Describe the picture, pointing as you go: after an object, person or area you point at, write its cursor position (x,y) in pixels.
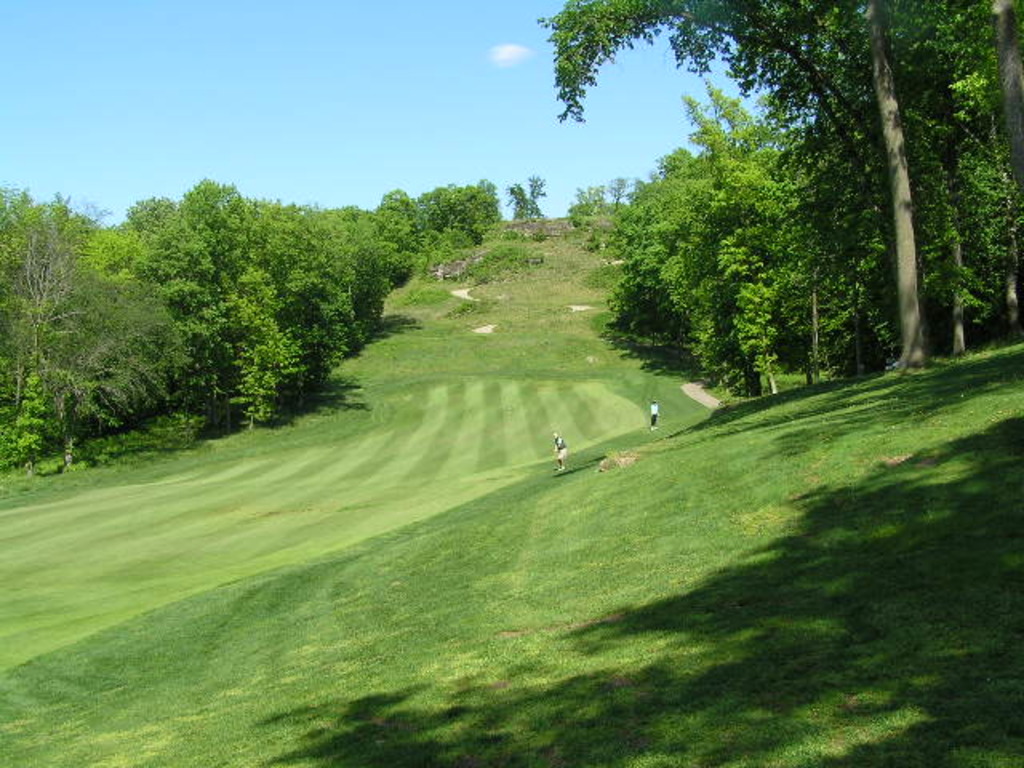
In the image we can see there are two people (653,408) standing and wearing clothes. Here we can see the grass (371,572), trees (363,295), path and the pale blue sky (319,110).
